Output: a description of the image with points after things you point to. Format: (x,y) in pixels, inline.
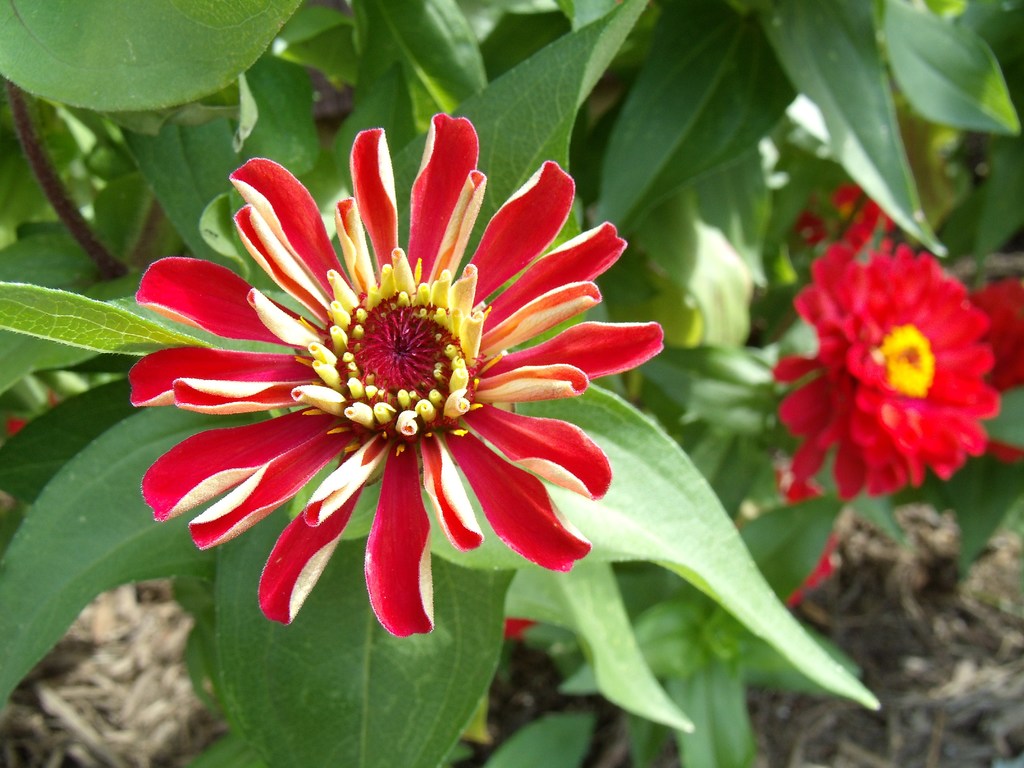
In this picture we can see red flowers (363,472) on the plant (633,469). At the top (328,27) we can see the green leaves (768,56). In the bottom right corner (910,684) we can see the mulch (934,685).
